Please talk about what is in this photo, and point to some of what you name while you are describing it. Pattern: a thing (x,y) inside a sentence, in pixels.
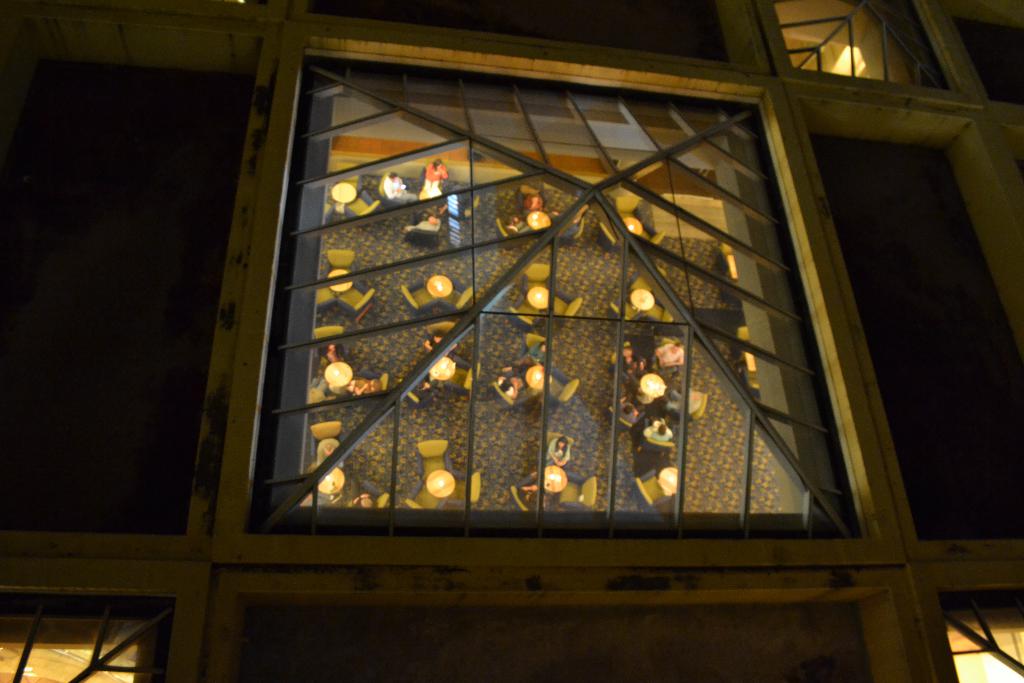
In this picture we can see few lights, metal rods (714,273) and dark background (140,205).
